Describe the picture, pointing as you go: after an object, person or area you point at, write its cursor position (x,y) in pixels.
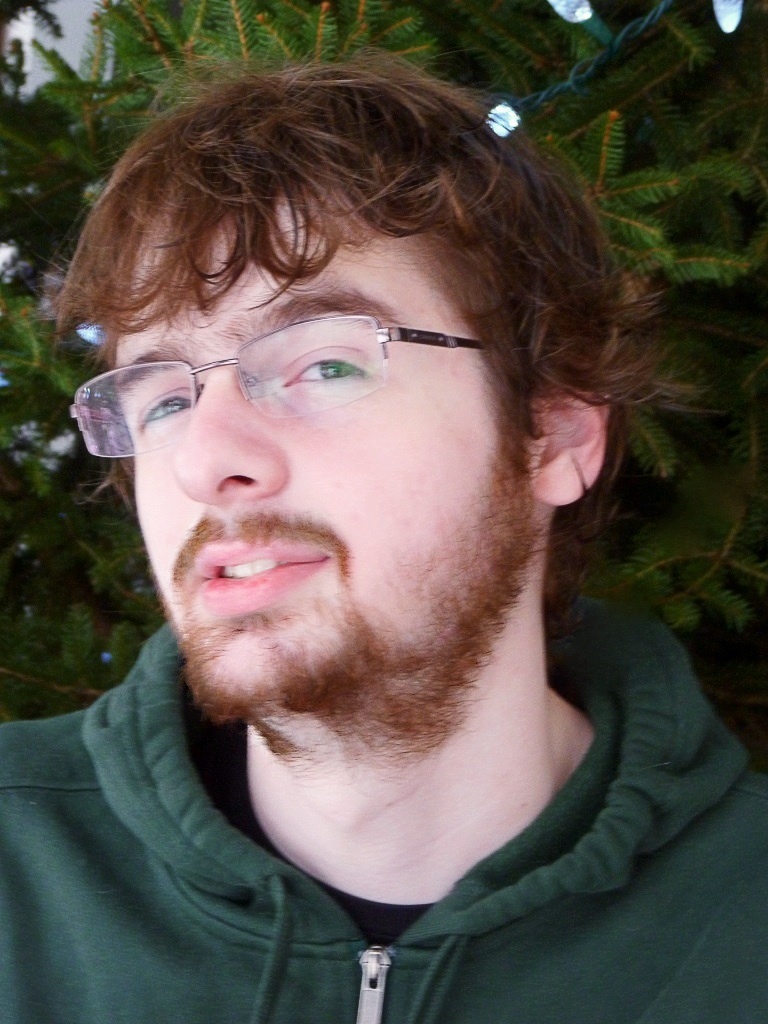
In this image there is a man (447,836) he is wearing green color sweater (607,912), in the background (694,166) there is a tree (49,229).
